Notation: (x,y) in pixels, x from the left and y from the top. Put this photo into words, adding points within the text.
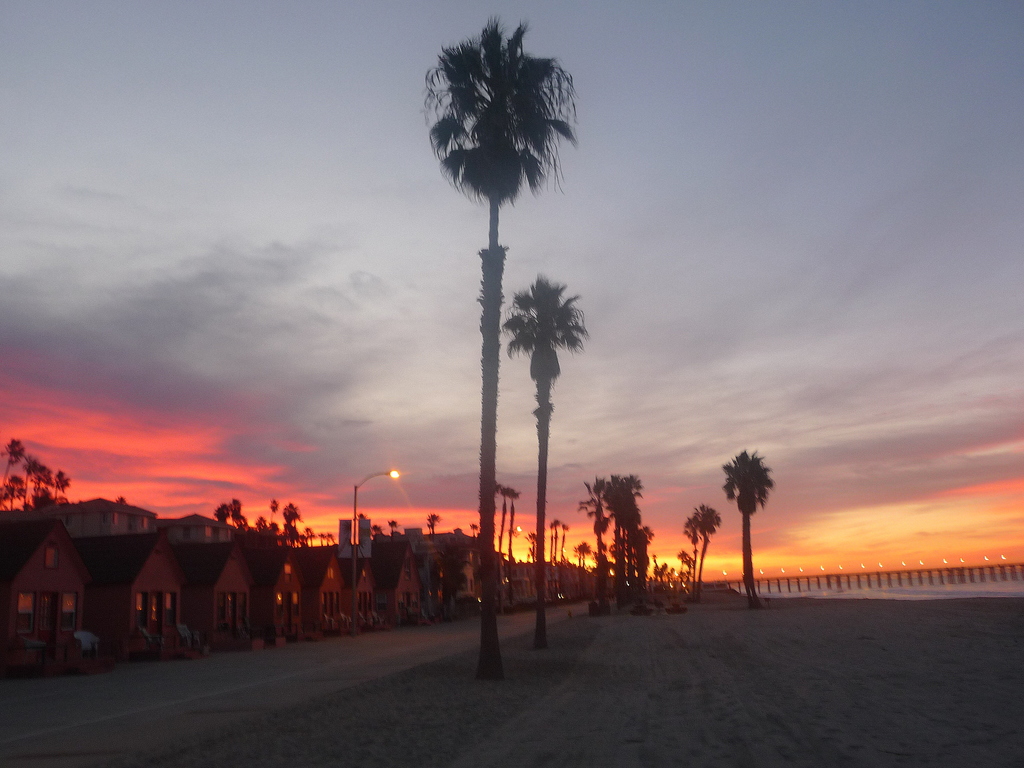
In this image, I can see the trees (554,559) and small houses (263,596). At the bottom of the image (159,739), I can see the pathway (232,719). In the background (362,334), there is the sky (312,245). On the right side of the image (984,582), It looks like a bridge (971,574).
